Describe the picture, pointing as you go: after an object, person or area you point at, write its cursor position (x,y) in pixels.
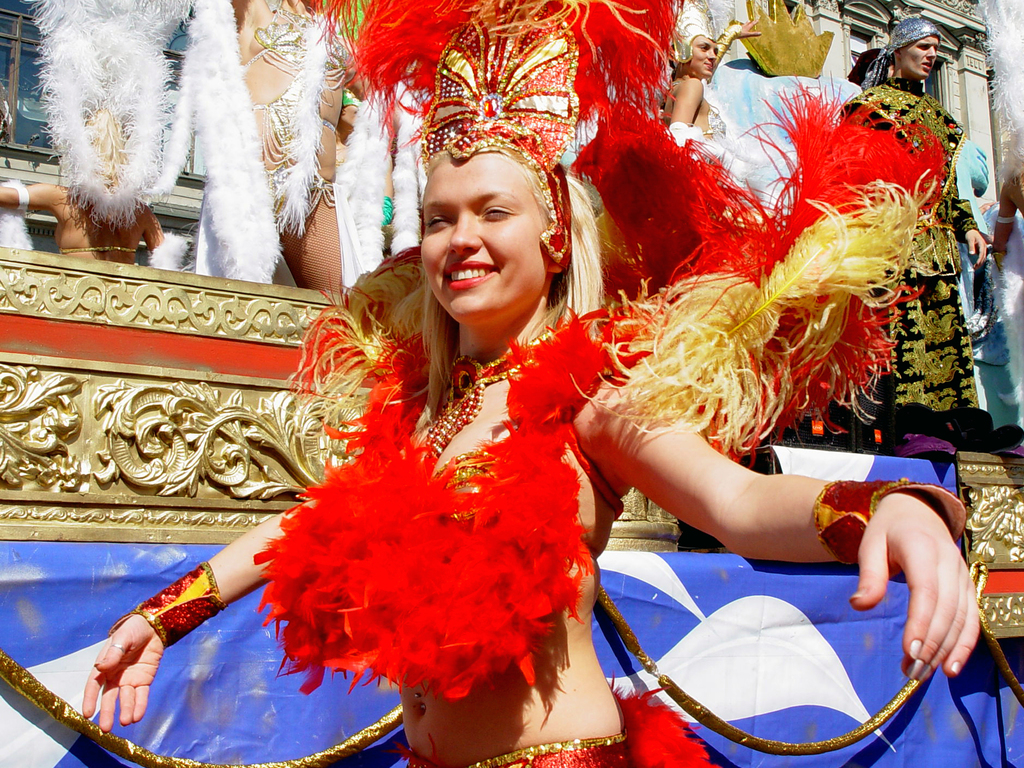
In this picture we can see a woman (379,660) wore a costume (397,432) and standing and smiling and in the background (114,106) we can see some people (150,114).
